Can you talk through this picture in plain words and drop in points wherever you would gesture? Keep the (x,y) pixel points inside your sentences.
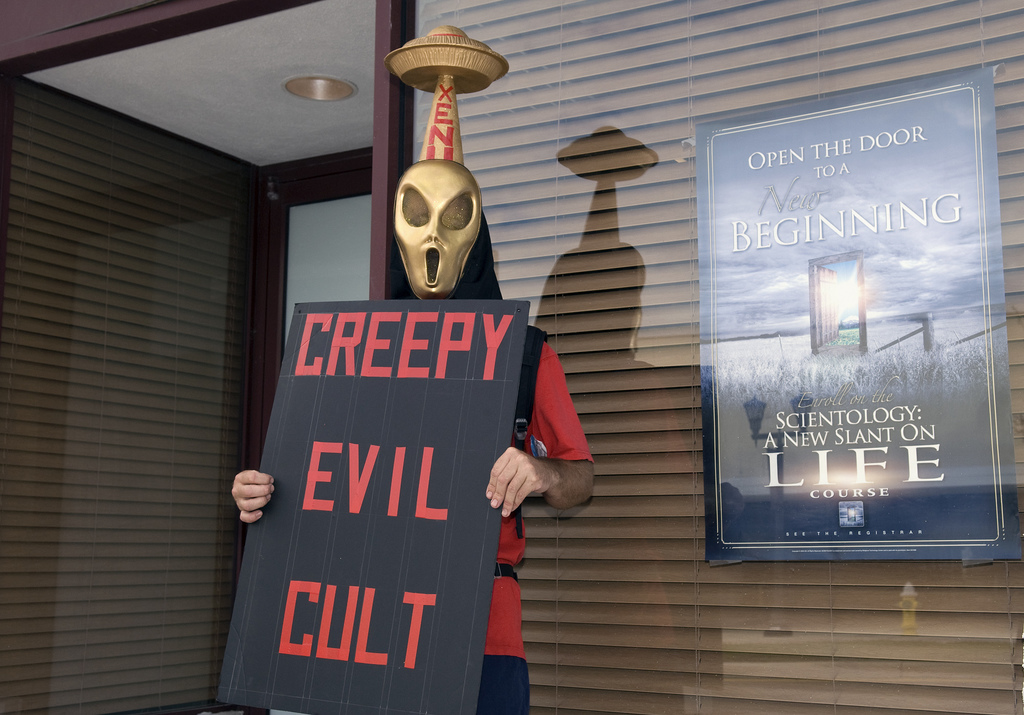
In this image I can see the person (417,209) with the mask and the person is holding the board (346,454). In the background (792,248) I can see the poster (743,279) attached to the glass wall (721,55) and I can also see the glass door (367,225).
